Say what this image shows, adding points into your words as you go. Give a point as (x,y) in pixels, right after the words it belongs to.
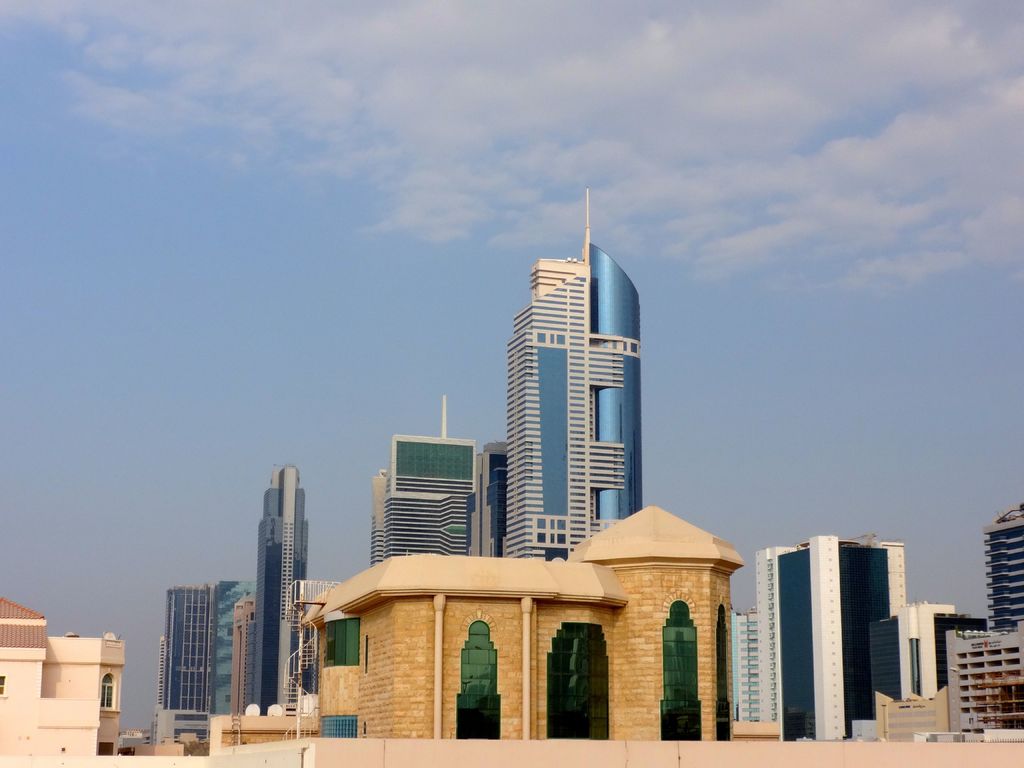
At the bottom (360,702) we can see buildings (279,573), windows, glass doors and poles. In the background (278,64) we can see clouds (390,132) in the sky (279,188).
